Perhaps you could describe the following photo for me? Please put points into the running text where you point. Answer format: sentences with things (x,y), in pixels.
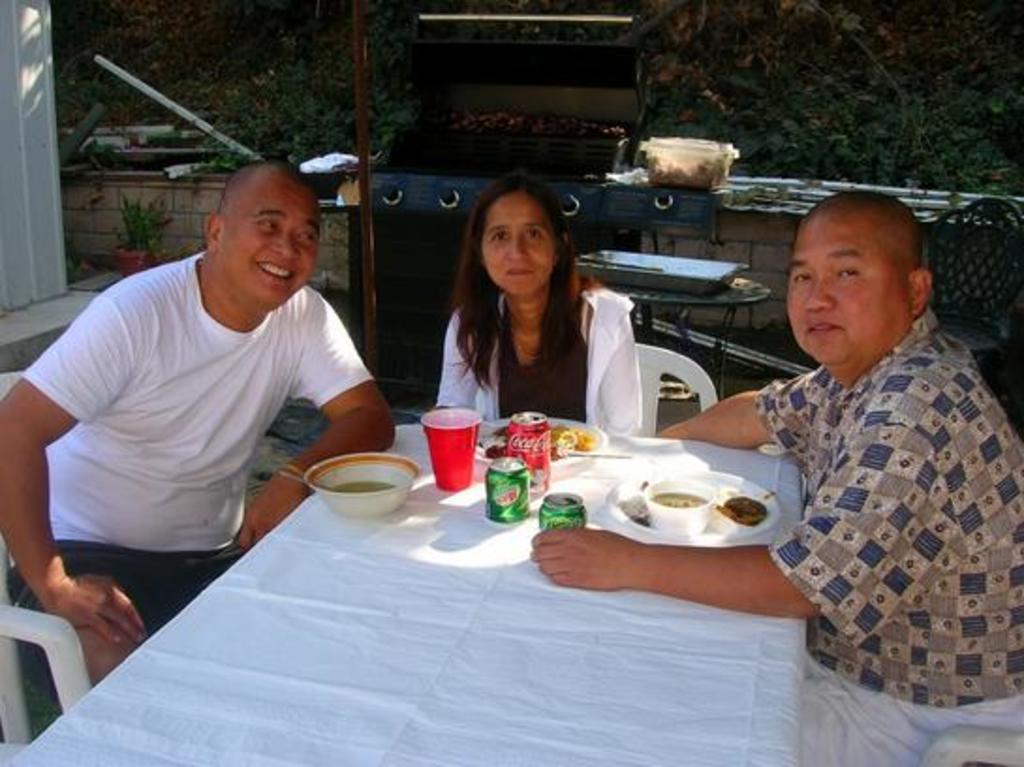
In this image there are group of persons (610,532) having their food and drinks (437,471) and at the background of the image (876,167) there is a wall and trees (826,133).
